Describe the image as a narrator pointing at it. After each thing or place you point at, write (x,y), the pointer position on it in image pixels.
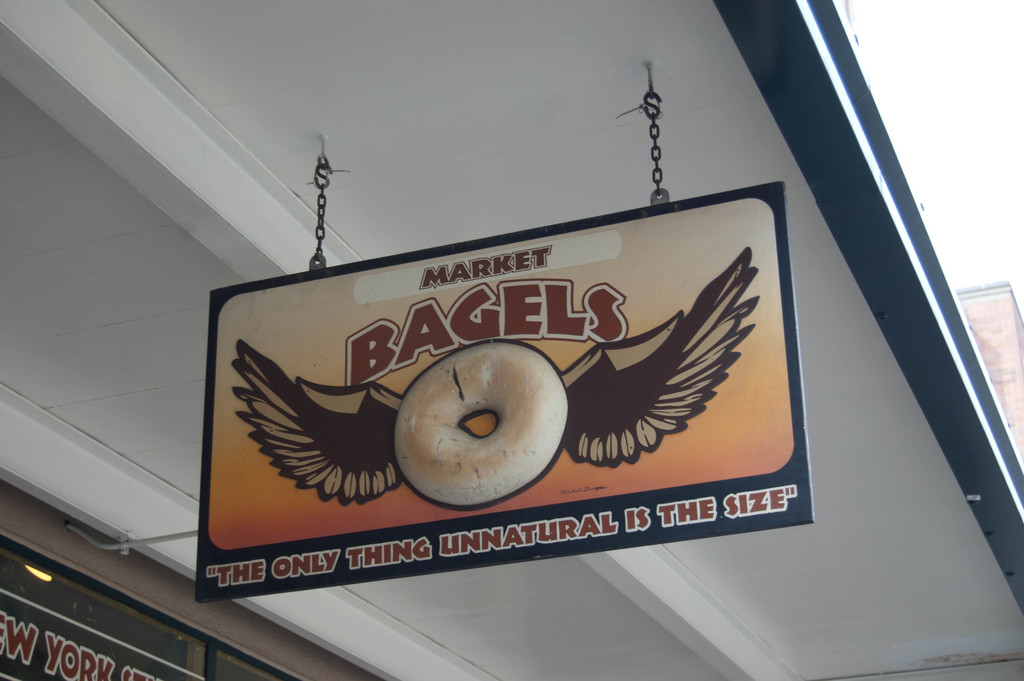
In this image we can see one building (127,558), few objects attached to the building (142,560), one light (47,575), one board (97,649) with text (72,669) attached to the building wall (147,600), one board (299,282) with text (612,318) and images (318,398) hanged to the ceiling (943,482) and it looks like the sky (970,163) at the top right side of the image (958,150).
